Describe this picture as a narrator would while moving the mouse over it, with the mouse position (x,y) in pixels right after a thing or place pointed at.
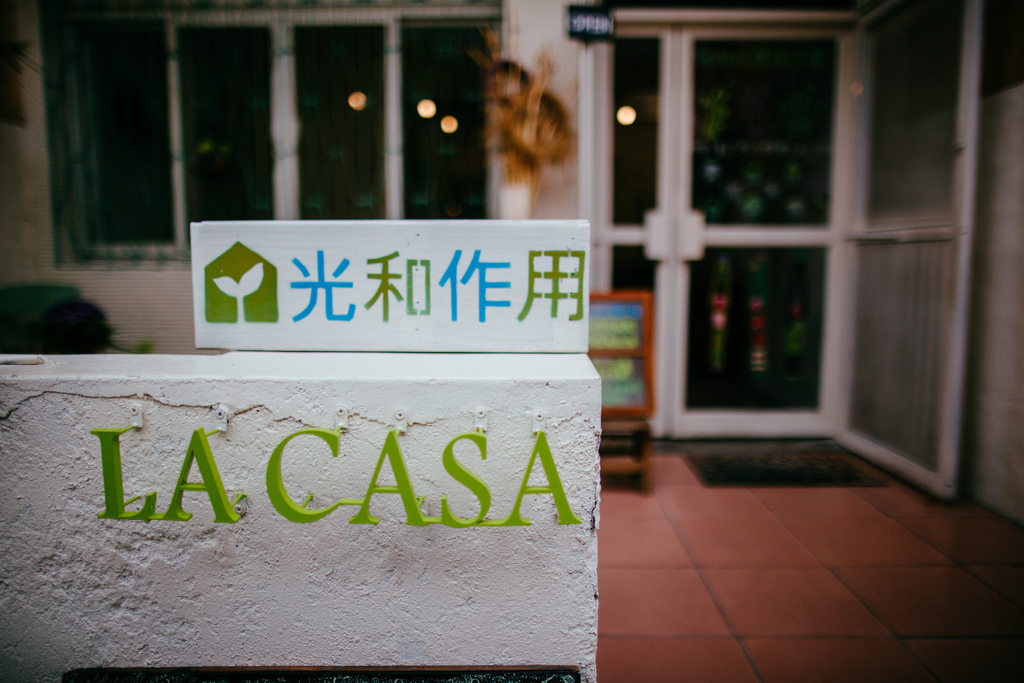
In the picture we can see outside the house (1020,441) tiles (1001,667), glass doors (906,148), windows (51,63) and floor mat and we can see a some part of the wall (327,536) with a name LA CASA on it and on top of it we can see some wordings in Chinese language.
